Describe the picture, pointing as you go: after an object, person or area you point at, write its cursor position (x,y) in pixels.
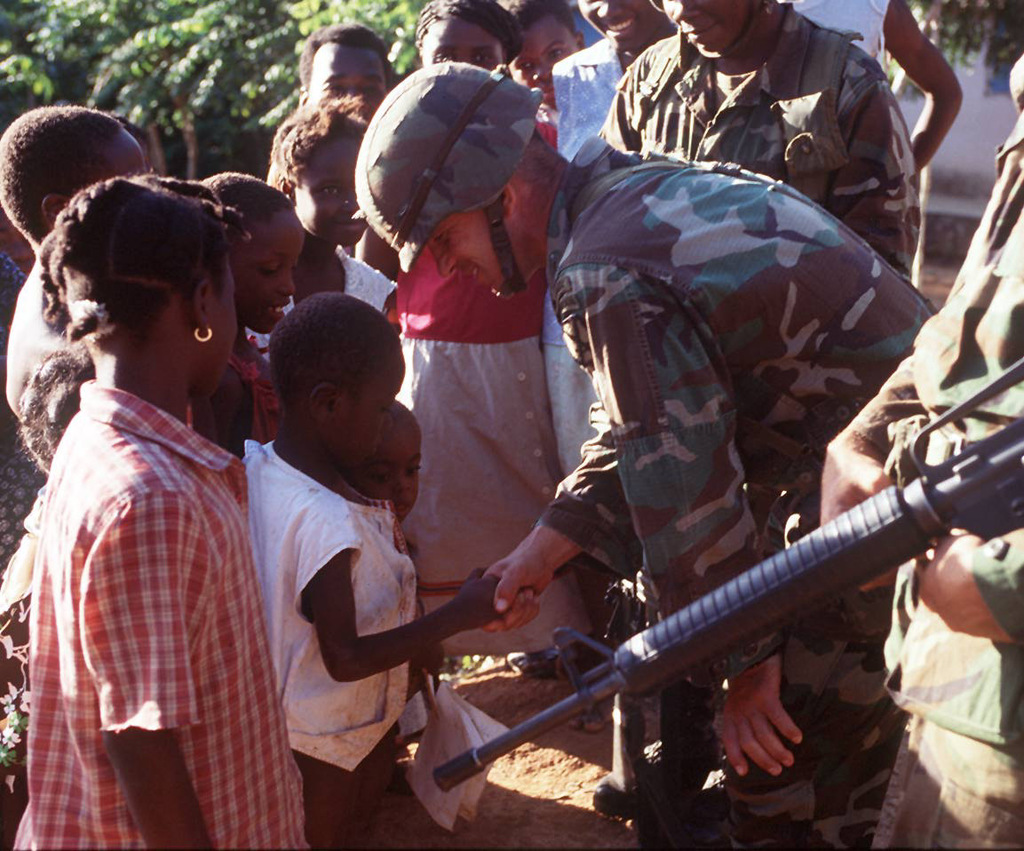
In the center of the image (499,421) we can see a group of people (302,418) are standing. In the middle of the image (661,528) we can see a man (592,271) is wearing a hat (461,194) and bending and shake hand (456,616) to a boy (341,513). On the right side of the image (904,419) we can see a man (963,429) is standing and holding a gun (987,503). In the background of the image (254,165) we can see the trees (289,88) and wall (971,175). At the bottom of the image (532,789) we can see the ground (524,793).
